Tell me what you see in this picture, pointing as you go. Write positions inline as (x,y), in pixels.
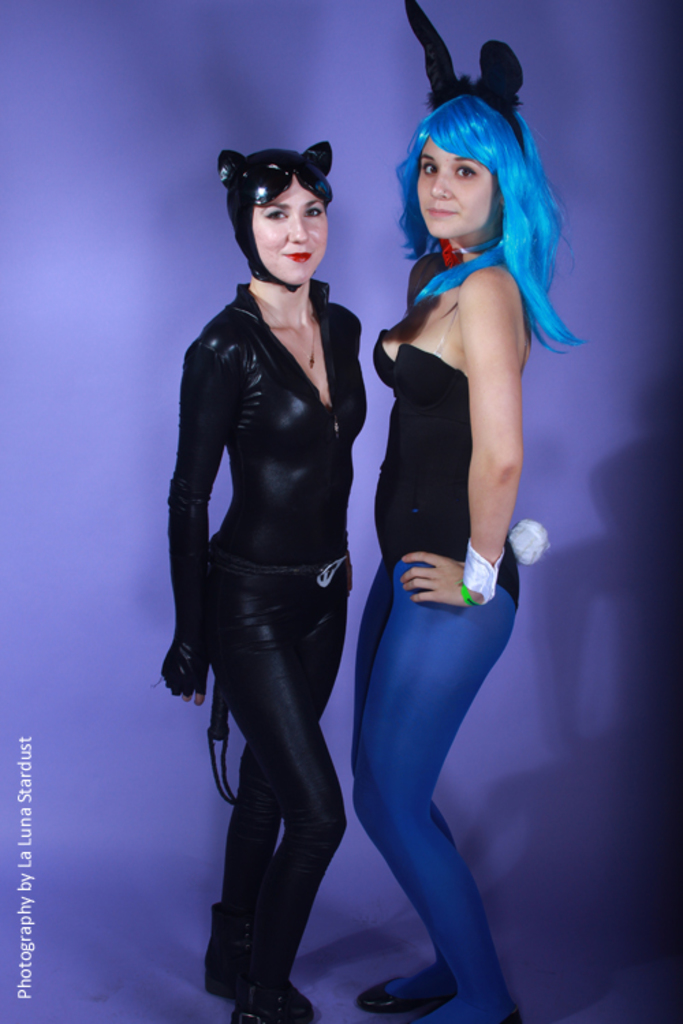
In the center of the image (374,641) we can see two ladies (420,486) standing. They are wearing costumes (437,466).
